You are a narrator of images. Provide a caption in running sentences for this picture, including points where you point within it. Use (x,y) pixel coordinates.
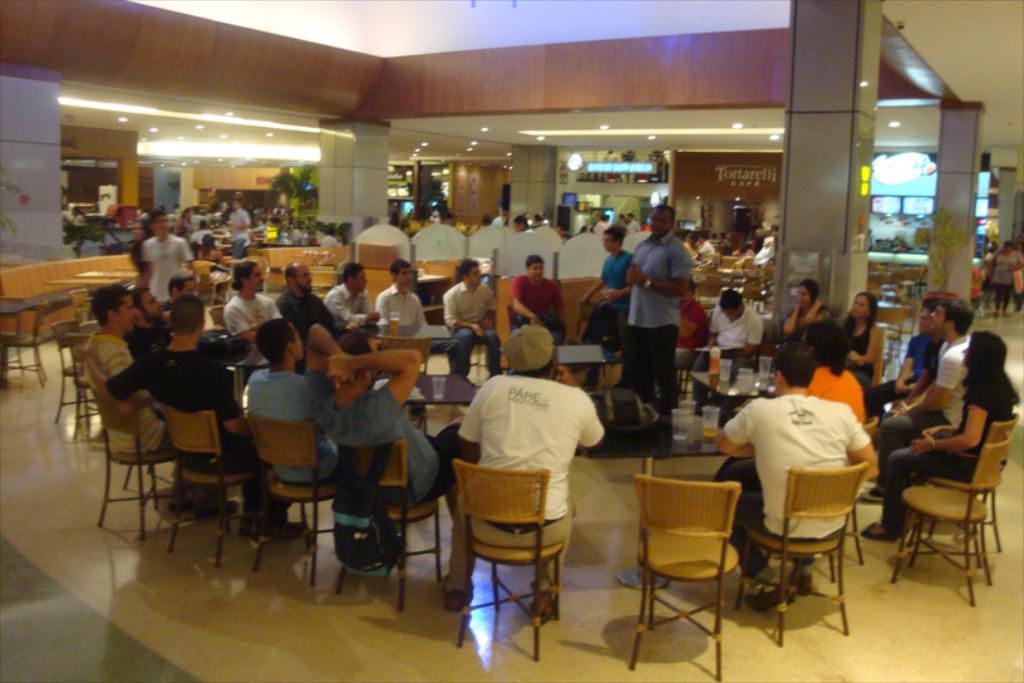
Here we can see a group of people (462,268) are sitting on the chair (700,511) and in front (738,372) here is the table (735,394) and glasses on it, and here a person (652,263) is standing, and here is the pillar (802,140), and here are the lights (198,127).
